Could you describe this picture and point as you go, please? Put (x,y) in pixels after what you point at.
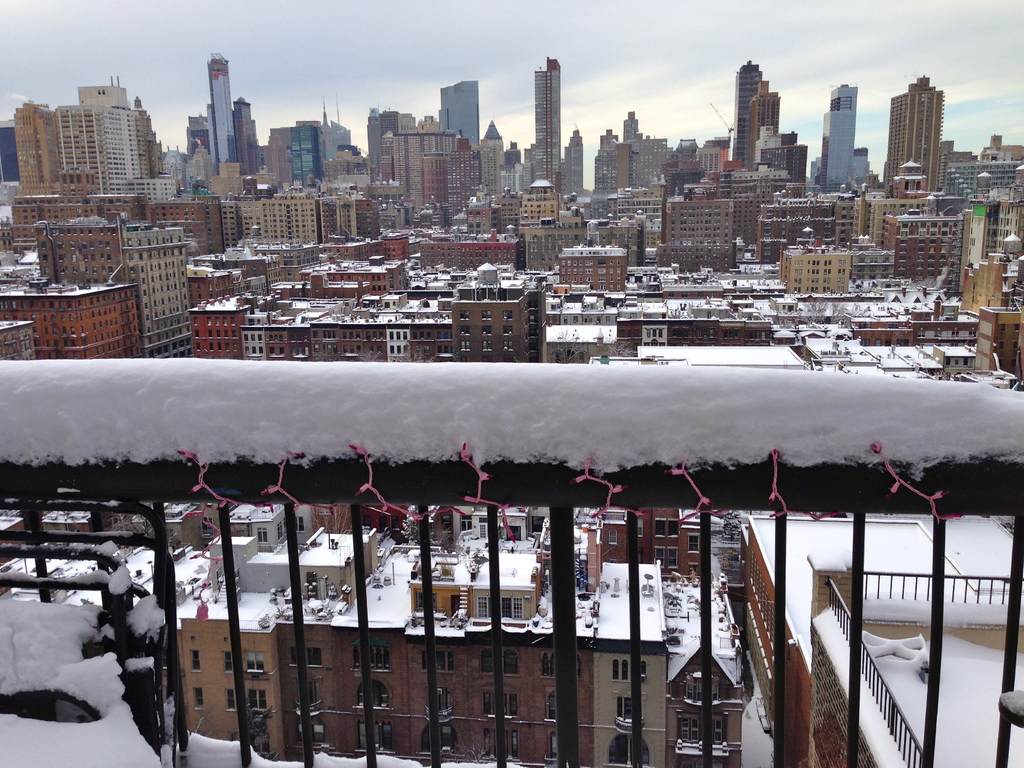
This image is taken outdoors. At the top of the image (245,96) there is the sky (627,94) with clouds (712,77). At the bottom of the image (224,751) there is snow (93,746) on the floor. There is a railing (299,660) and the railing (172,634) is covered with snow (706,407). In the middle of the image (561,266) there are many buildings (244,181) and skyscrapers (454,205) with walls (179,311), windows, doors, roofs (399,575), balconies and railings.
